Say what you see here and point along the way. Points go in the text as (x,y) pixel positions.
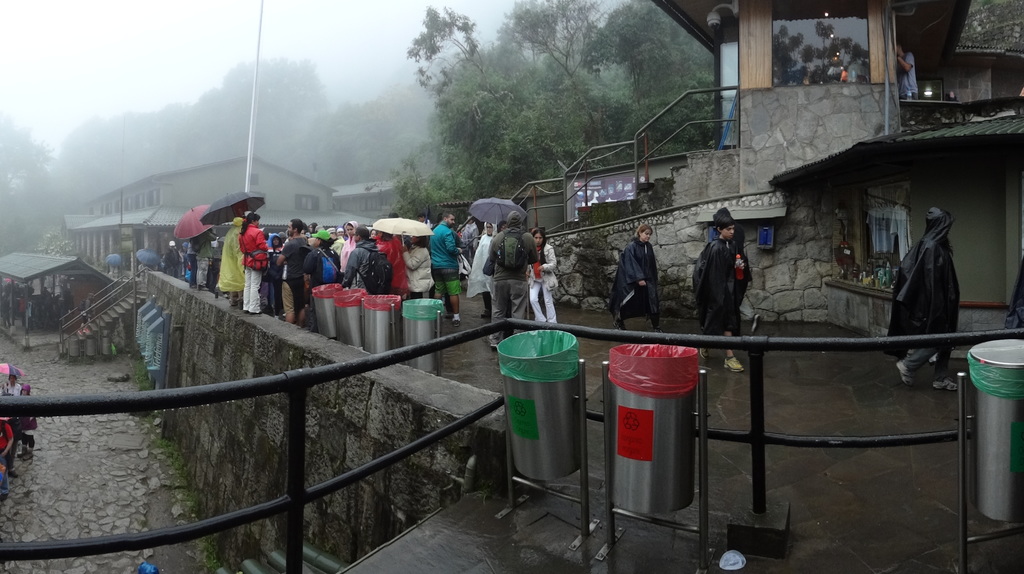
This picture is clicked outside the city. In this picture, we see people (484,242) are standing on the road (615,529) and we even see three people (708,276) are walking on the road (633,534). A few of them are holding the umbrellas (408,224) in their hands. Beside them, we see the garbage bins (652,458). At the bottom (513,542), we see the railing (319,493) and the road (783,500). On the right side (984,126), we see a building (971,117), staircase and stair railing (594,226). There are buildings (212,188) trees (316,170) and a pole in the background (212,188). It might be raining.
